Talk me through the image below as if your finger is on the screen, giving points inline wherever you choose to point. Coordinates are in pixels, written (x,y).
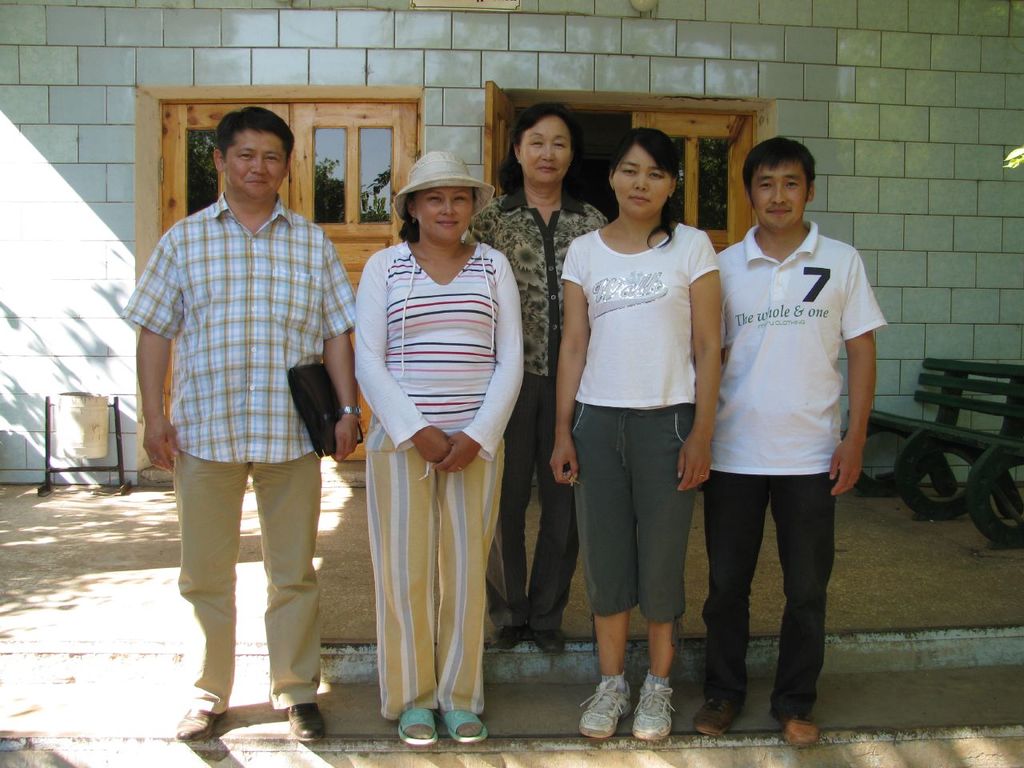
In the image in the center (584,307) we can see few people (492,425) were standing and they were smiling, which we can see on their faces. In the background (386,59) there is a wall (820,119), building (884,91), window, door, dustbin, bench (949,406), staircase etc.
